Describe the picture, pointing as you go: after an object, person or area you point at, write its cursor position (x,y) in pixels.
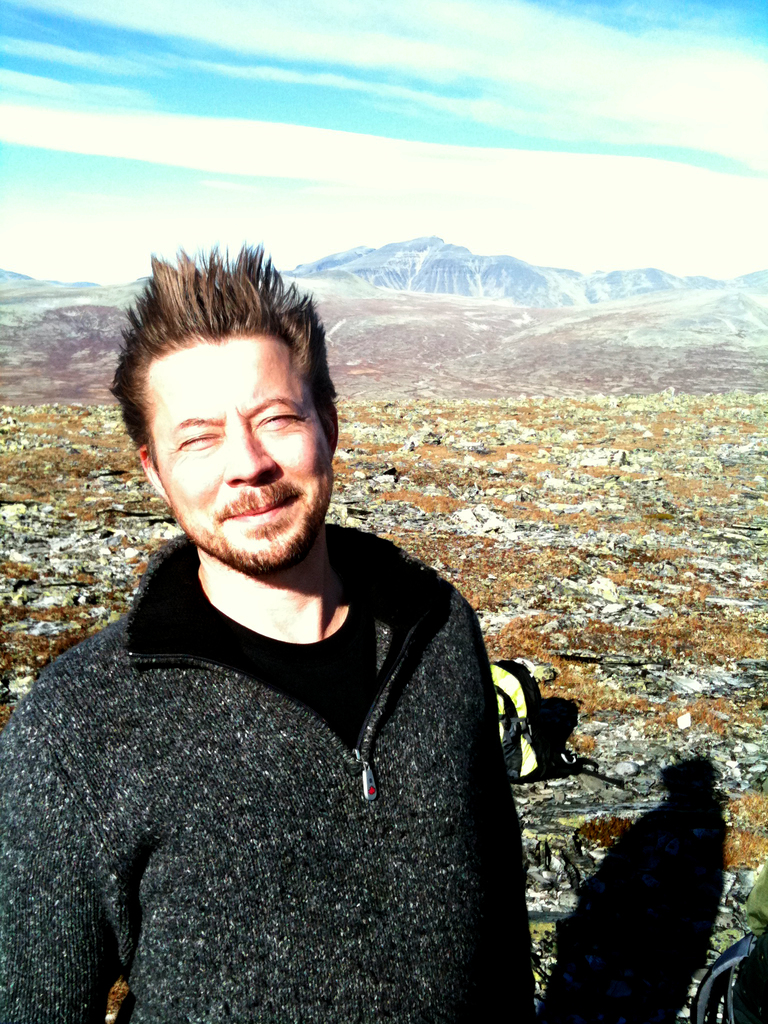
In this picture I can see a man (252,304) standing, and in the background (131,129) there are hills (763,295) and the sky (440,156).
